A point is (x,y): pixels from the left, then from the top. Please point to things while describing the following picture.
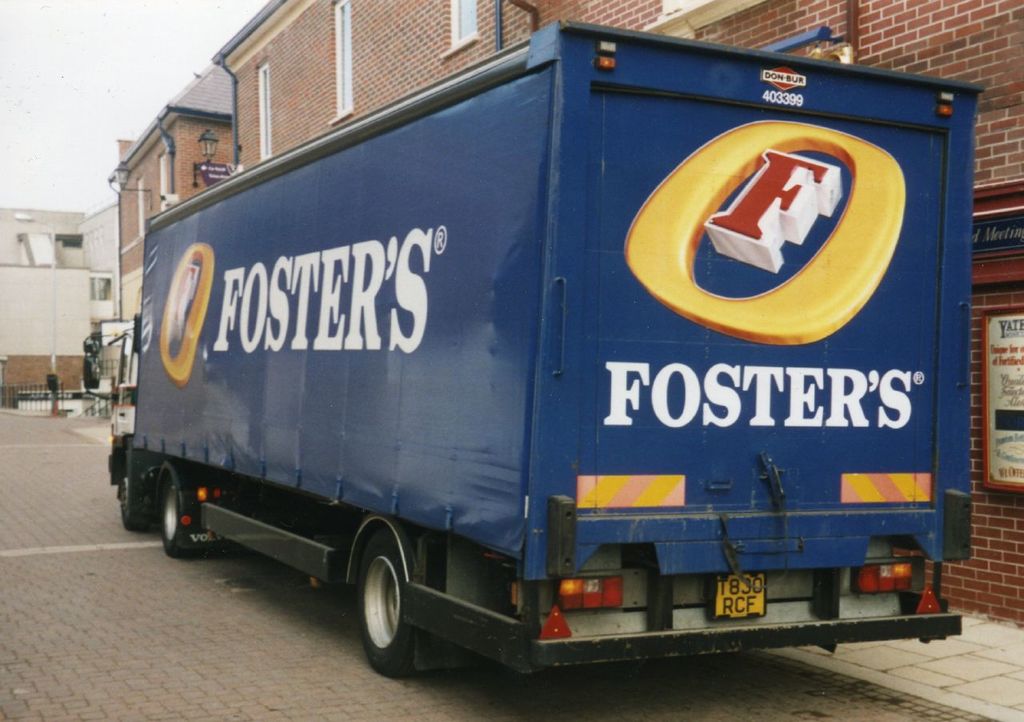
In this image in front (424,451) there is a vehicle (295,541) on the road (262,641). Behind the vehicle (489,64) there are buildings (180,157), street lights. There is a metal fence (18,393). In the background of the image (82,81) there is sky (103,54).
